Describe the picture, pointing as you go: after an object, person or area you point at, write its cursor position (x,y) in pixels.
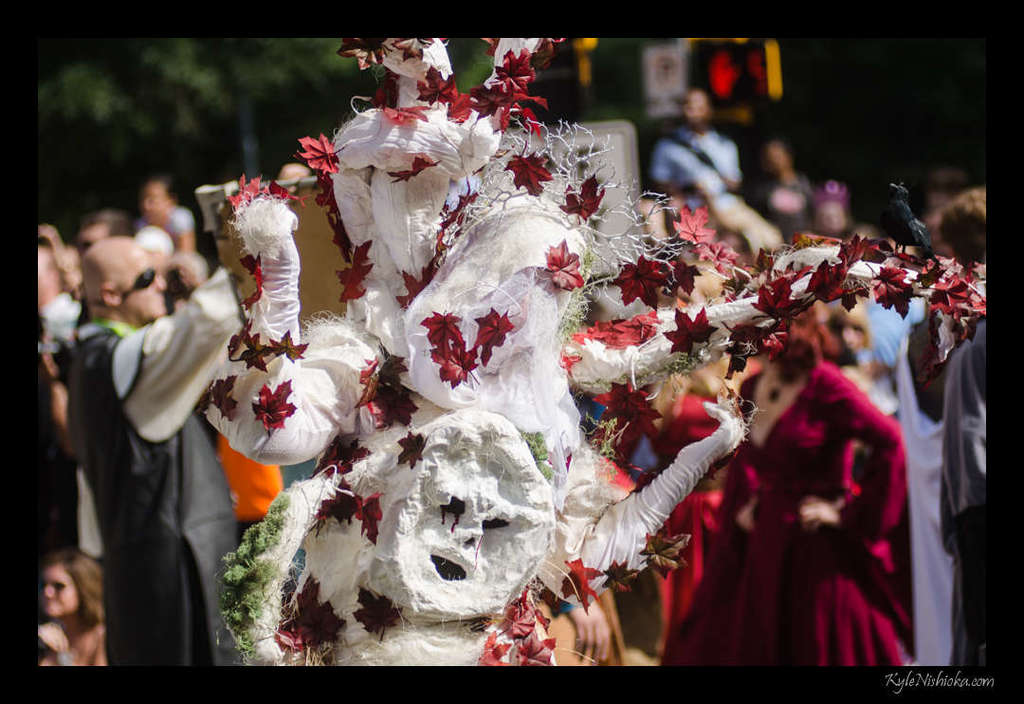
In the foreground of the image (284,380) there is a person (485,378) wearing a mask (457,151) of a tree (395,129). In the background of the image (106,308) there are people (802,336). There are trees (161,74) at the top of the image (200,88).
